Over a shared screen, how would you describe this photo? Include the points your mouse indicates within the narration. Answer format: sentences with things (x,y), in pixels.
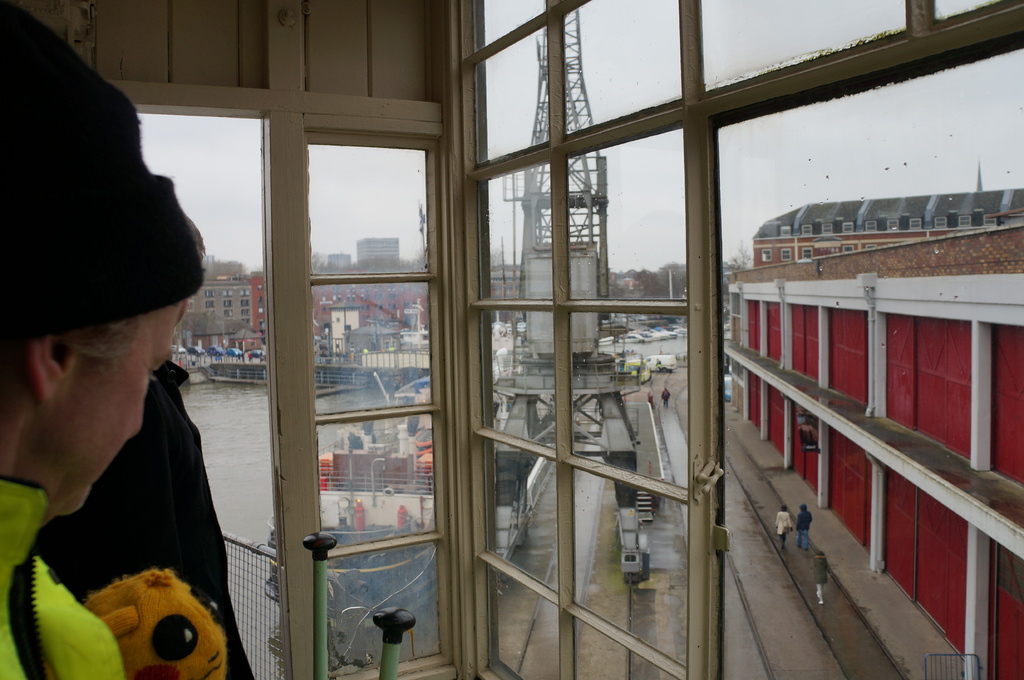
In this image there is a person (99,472) operating a tower crane (527,433), in front of the crane (549,339) there are buildings (841,331) and water (266,406).
